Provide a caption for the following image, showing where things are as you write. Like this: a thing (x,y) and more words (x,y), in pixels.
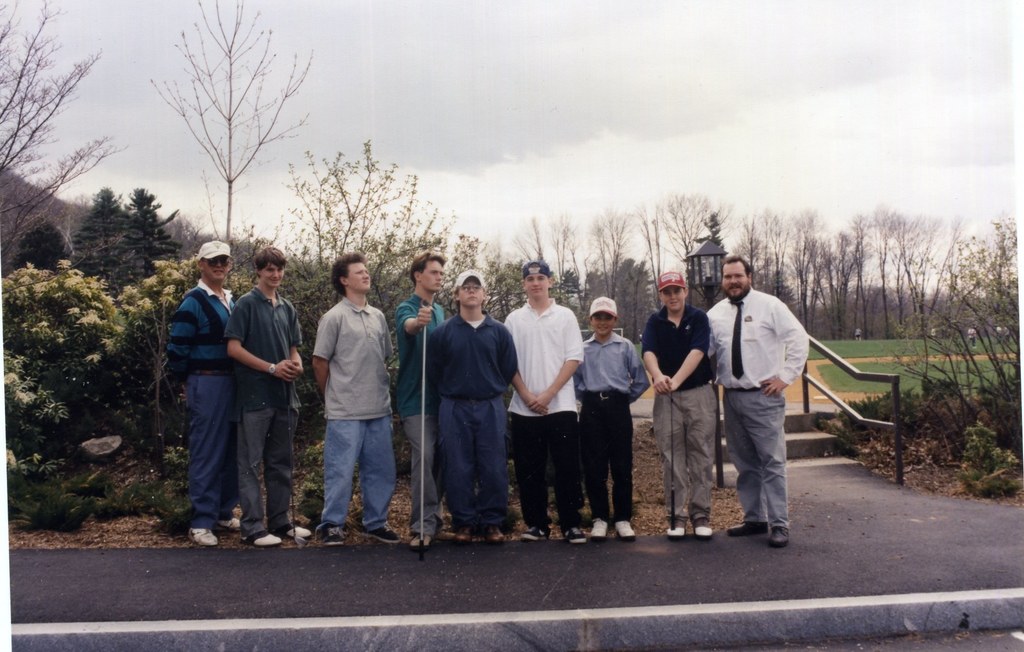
This picture is taken beside the road (449,557). Beside the road (507,581), there are group of people (557,311) standing in a row. In the center (418,336), there is a man (421,349) holding a stick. Towards the right corner (726,333), there is a man (729,399) wearing white shirt (750,340), grey trousers (771,410) and a black tie (738,354). Towards the left corner (207,409), there is another man (208,395) wearing a blue t shirt (203,338), blue jeans (209,388) and a white cap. In the background (414,253), there are trees (124,321), grass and sky (600,156).
